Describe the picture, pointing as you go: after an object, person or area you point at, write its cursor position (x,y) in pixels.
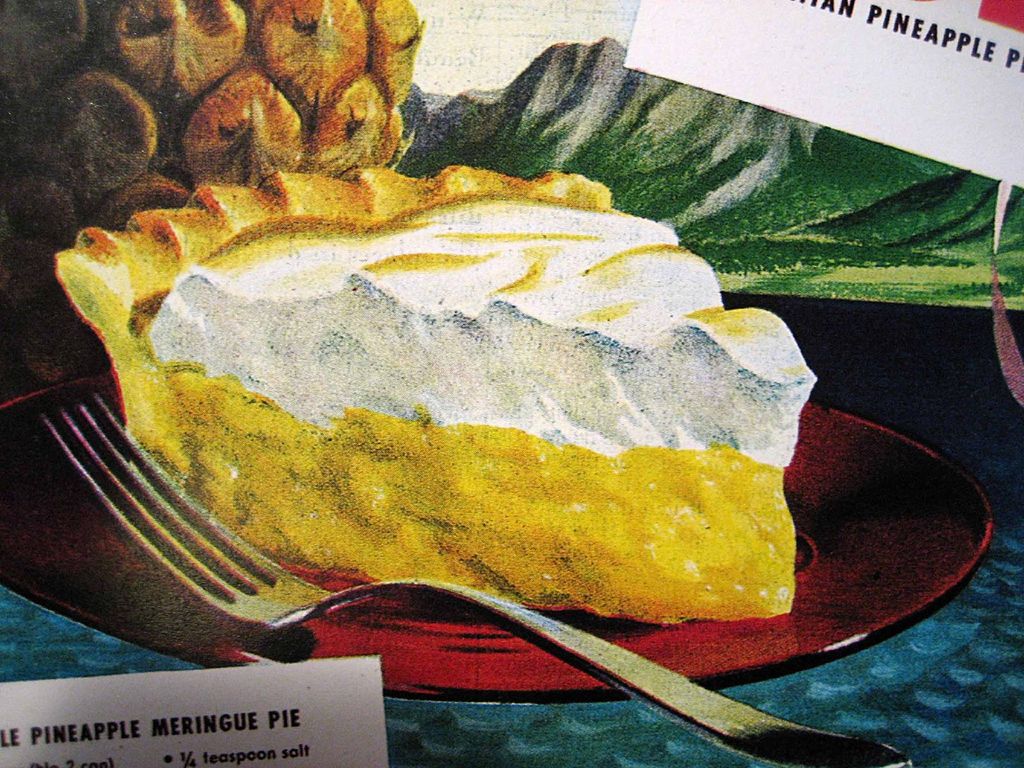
This is a painting, where there is a food item (443,454) and a fork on the plate (941,469), pineapple (308,9), water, hills (614,135), sky (486,32), name papers (813,30).
